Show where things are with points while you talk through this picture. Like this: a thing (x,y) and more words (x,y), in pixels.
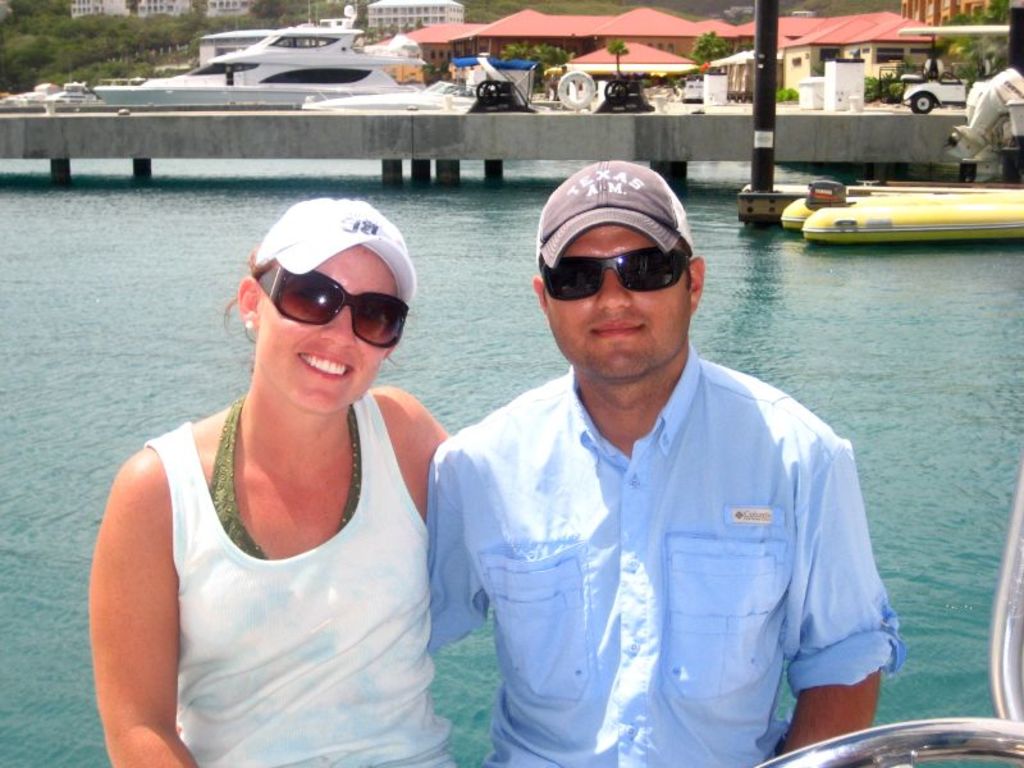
In this picture there is a man (691,433) who is wearing cap (638,200), goggles (583,274) and shirt (617,617). He is standing near to the woman (365,418) who is wearing goggles (390,305), cap (328,207) and t-shirt (383,717). Both of them are standing near to this steel pipe (852,764). In the back (1004,324) we can see the water (122,221). Near to the bridge (785,139) we can see boats (872,200) and black color pole (757,134). In the background (483,23) we can see boats (473,88), building (860,20), vehicle (930,75), trees (476,21), plants (60,73) and mountain (19,23).
